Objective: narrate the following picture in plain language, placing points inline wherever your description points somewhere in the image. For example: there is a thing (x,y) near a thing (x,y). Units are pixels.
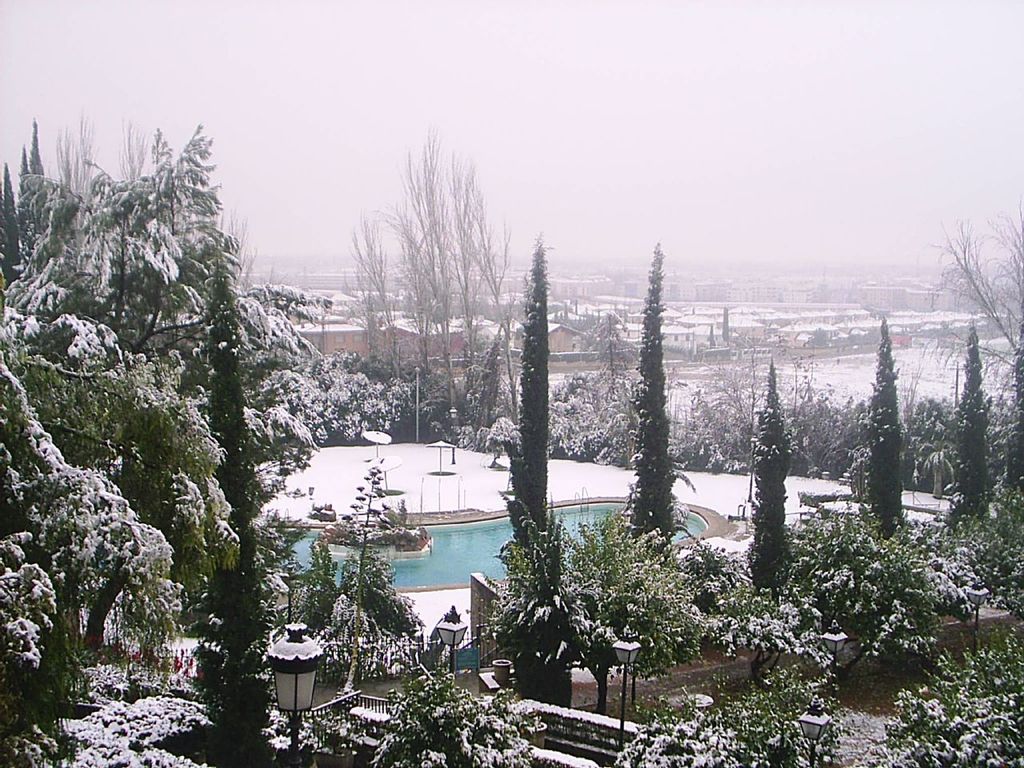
As we can see in the image there are trees (1004,527), street lamps (458,627), plants (504,754), water (467,554), snow (856,359) and houses (797,322). On the top (444,95) there is sky (427,80).
